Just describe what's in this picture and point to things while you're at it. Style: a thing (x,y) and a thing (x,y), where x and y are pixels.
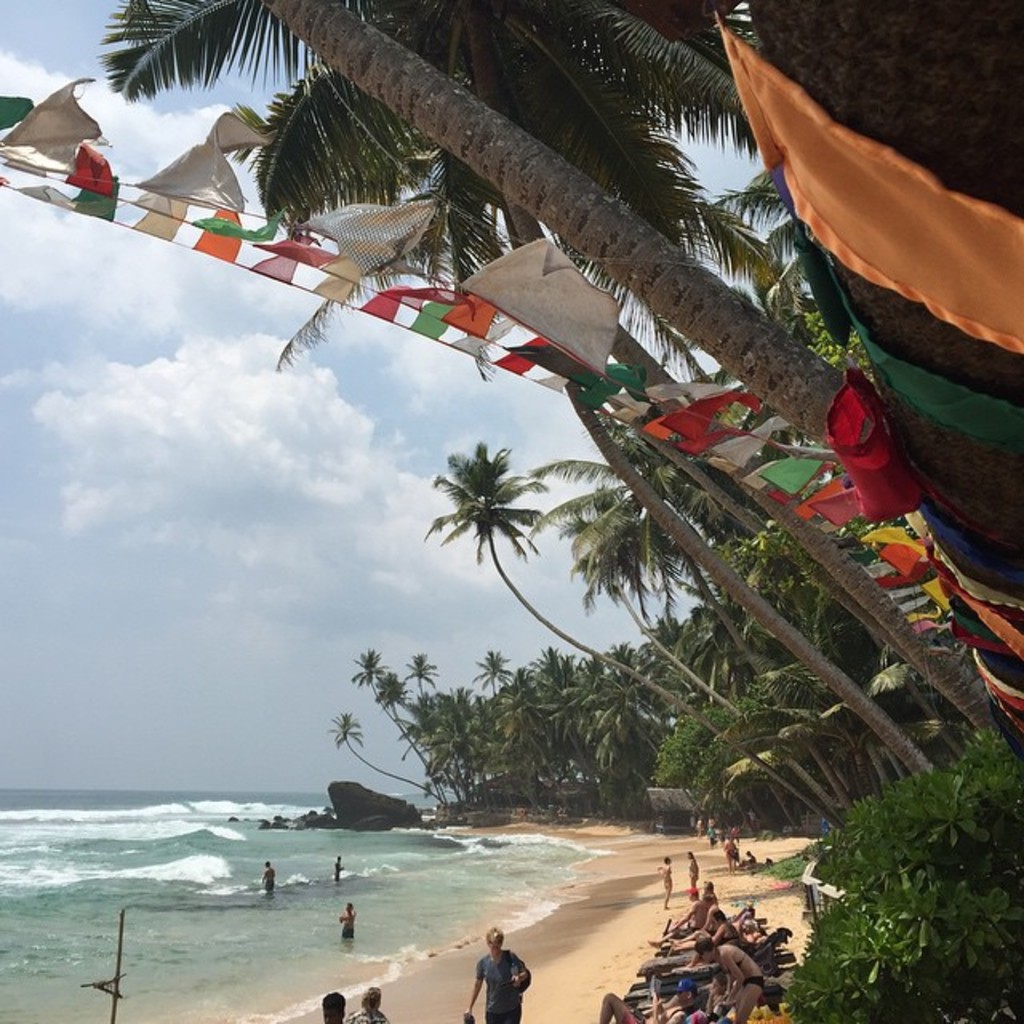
At the bottom of the image (750,909) few people (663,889) are sitting, lying on tables (763,919) and few people (339,870) are standing and walking. In the bottom left corner of the image (330,866) we can see water (5,803) and hills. In the bottom right corner of the image (837,925) we can see some trees (680,177). At the top of the image (862,177) we can see some banners (57,137). Behind the banners (7,164) we can see some clouds (500,430) in the sky (36,105).
